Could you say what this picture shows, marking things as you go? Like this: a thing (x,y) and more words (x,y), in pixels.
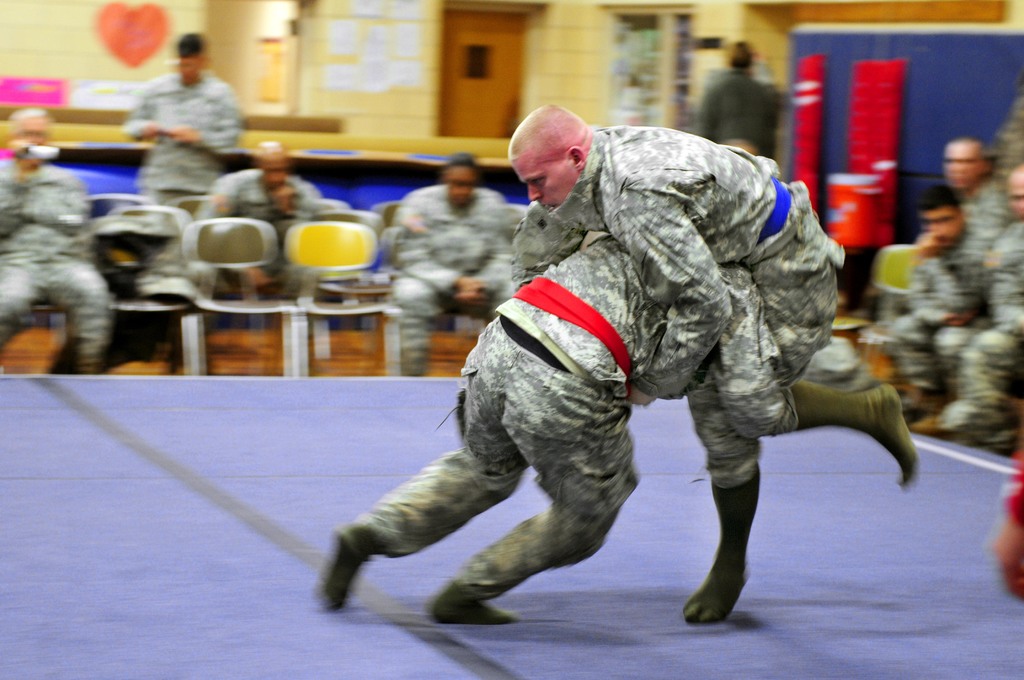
In this image I can see two people (545,368) with the uniforms (615,329). To the side I can see the group of people (493,242) with the same uniforms (467,217). I can see one person (20,205) is holding the camera (39,157). In the background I can see the door (467,125), wall (194,27) and some boards (343,21) can be seen.
